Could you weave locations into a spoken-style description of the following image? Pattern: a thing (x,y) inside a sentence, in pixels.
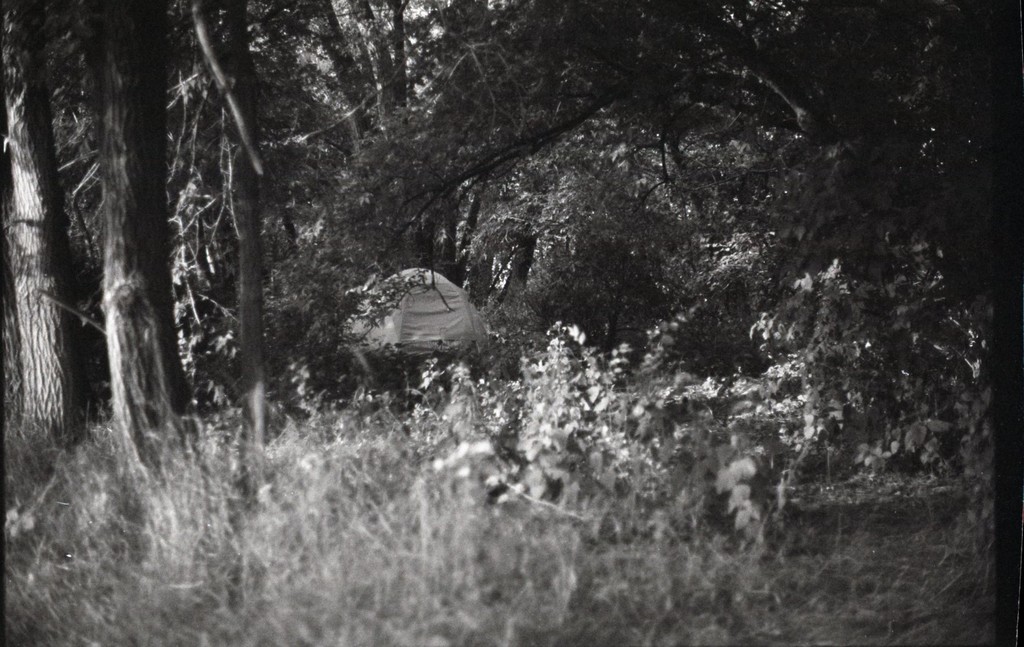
In the picture there is a tent (453,292), there are many trees (7,391) present.
